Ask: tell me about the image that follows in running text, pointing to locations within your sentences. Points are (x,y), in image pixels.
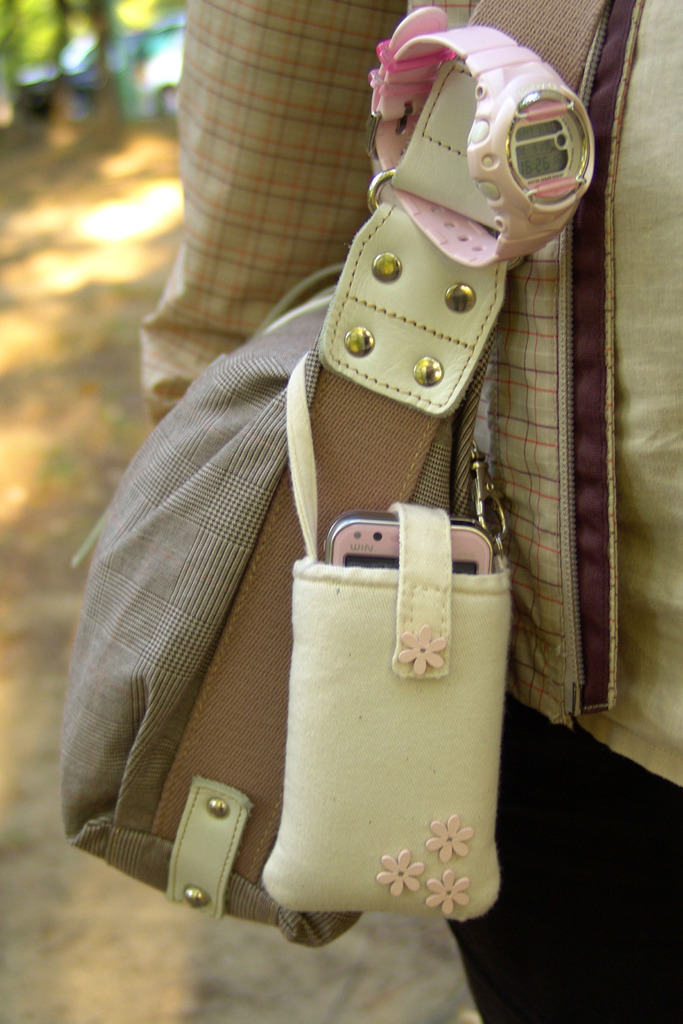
A person (233,83) is holding a handbag (181,707). On the handbag (433,258) there is a watch (548,188), phone (354,541), pouch (379,705). Inside the phone pouch (358,575) there is a mobile (330,551).
